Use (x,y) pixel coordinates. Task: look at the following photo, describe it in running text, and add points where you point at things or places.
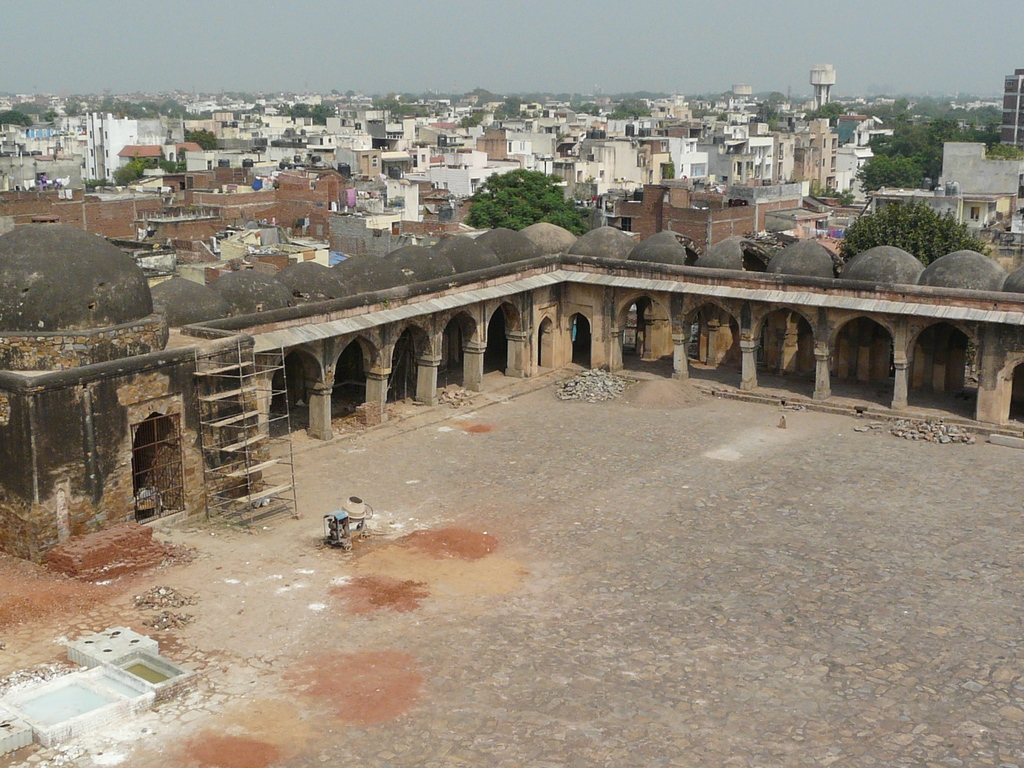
In the image in the center (456,394), we can see stones (163,589), bricks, water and one machine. In the background (461,51), we can see the sky (670,69), buildings (833,157), trees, pillars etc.
